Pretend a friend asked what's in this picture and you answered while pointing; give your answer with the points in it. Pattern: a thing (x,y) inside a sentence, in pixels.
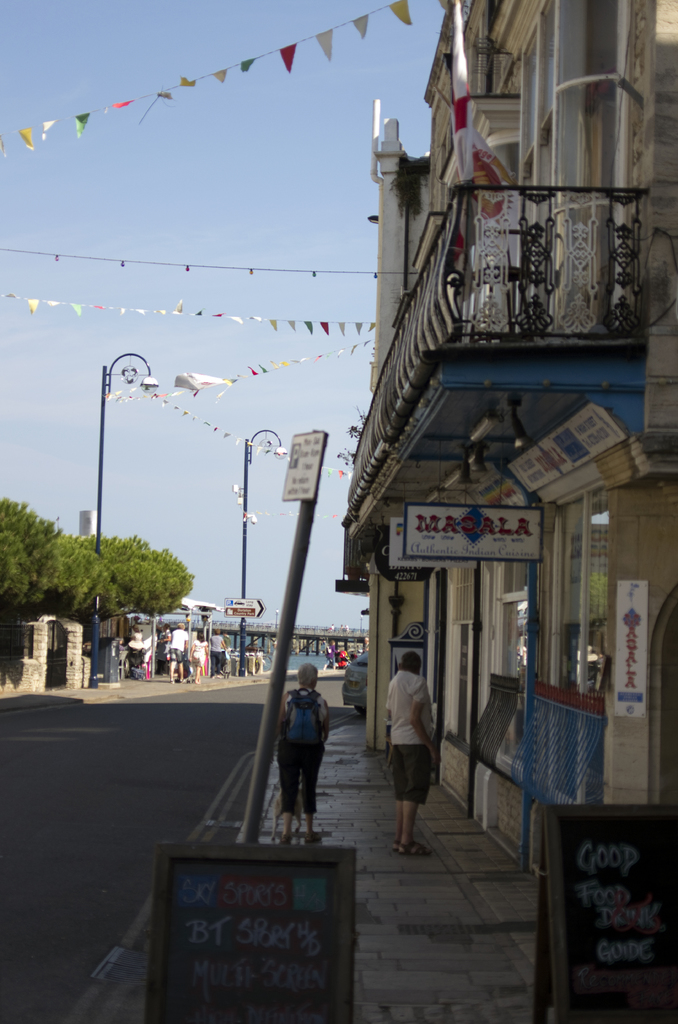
In this image we can see two persons (312,818) standing on the path (406,855). One person (300,754) wearing a bag (304,726). to the right side (558,677), we can see a sign board (463,534), a building (669,361), metal fence (495,280) and a flag (471,153). In the background (131,572), we can see a group of people (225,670) standing on the road (107,708), group of poles (287,600), trees (161,579), bridge (269,629), ribbons (290,322) and sky (259,181).
